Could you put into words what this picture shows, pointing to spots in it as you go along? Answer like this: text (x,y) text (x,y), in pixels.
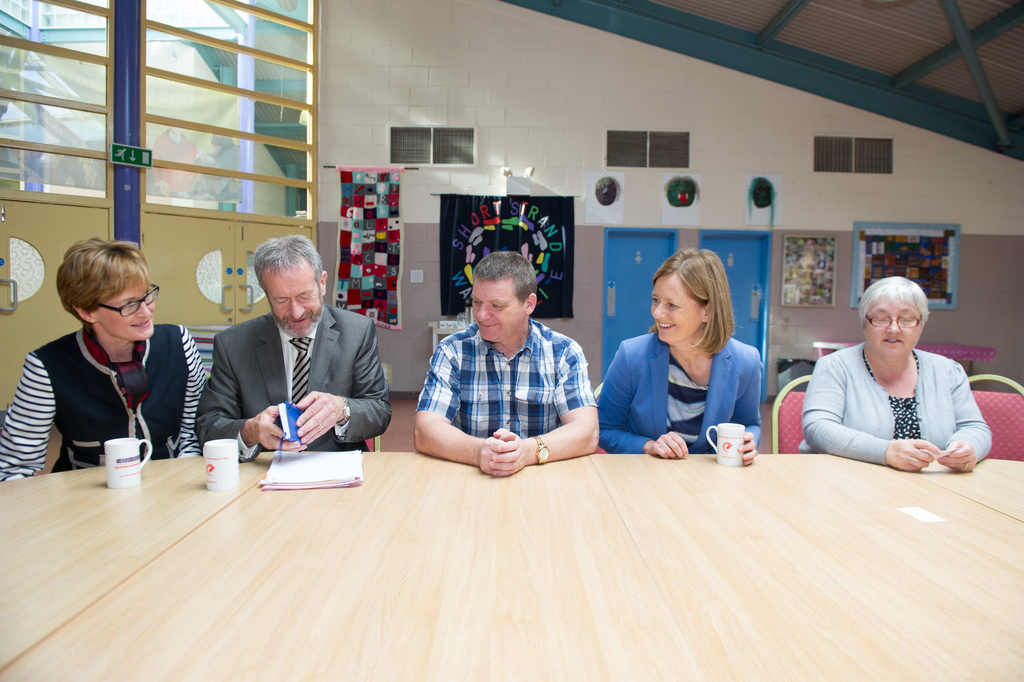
In this image there are a few people (628,390) sitting on the chairs (776,433) with a smile on their face (297,285), in front of them there is a table (411,495). On the table (469,487) there is a book (347,465) and cups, one of them is holding a book (286,416) in his hand (331,414). In the background (385,98) there is a wall (572,169) with banners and posters (889,239). On the other side of the image there is a door (74,229).
